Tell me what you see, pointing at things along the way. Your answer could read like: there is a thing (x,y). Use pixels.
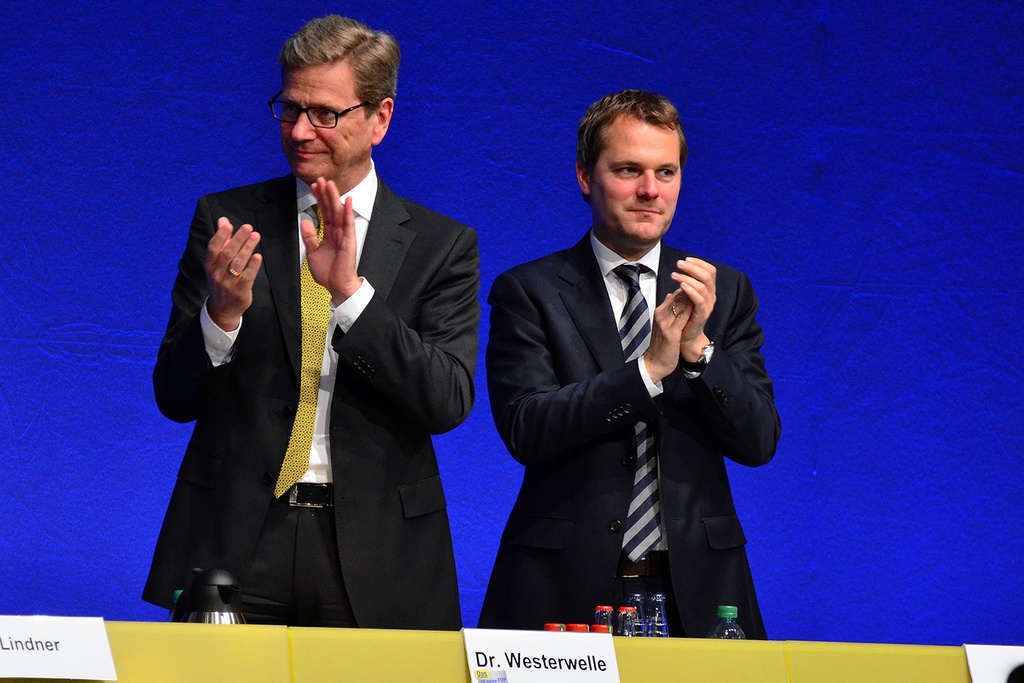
In this image, we can see two men (282,499) are standing and clapping. They are smiling. At the bottom (15,675), we can see name boards (993,680), bottles (728,627), lids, some object (215,611). Background (833,115) we can see blue color.
